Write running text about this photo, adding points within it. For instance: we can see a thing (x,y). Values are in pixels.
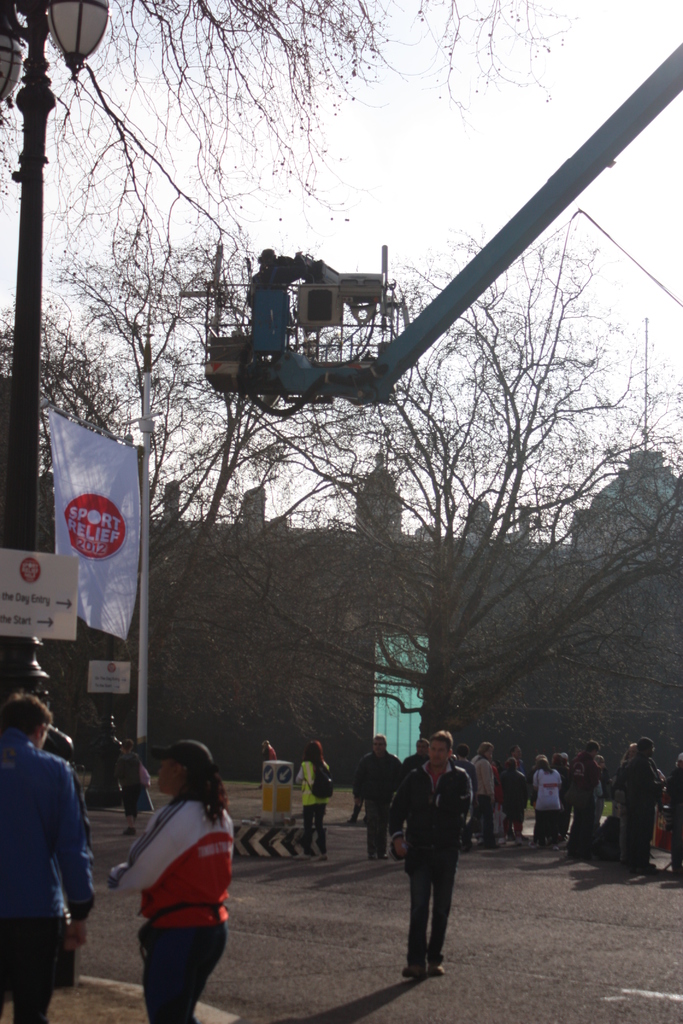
At the bottom (163,850) we can see few people (162,966) are standing on the road (333,920) and a man (402,812) in the middle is walking on the road (381,891) and we can see a divider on the road (384,882). In the background (96,584) we can see light poles (31,343), poles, hoardings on the poles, bare trees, an object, banner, building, crane (597,138), metal objects (326,312) and sky (526,187).
